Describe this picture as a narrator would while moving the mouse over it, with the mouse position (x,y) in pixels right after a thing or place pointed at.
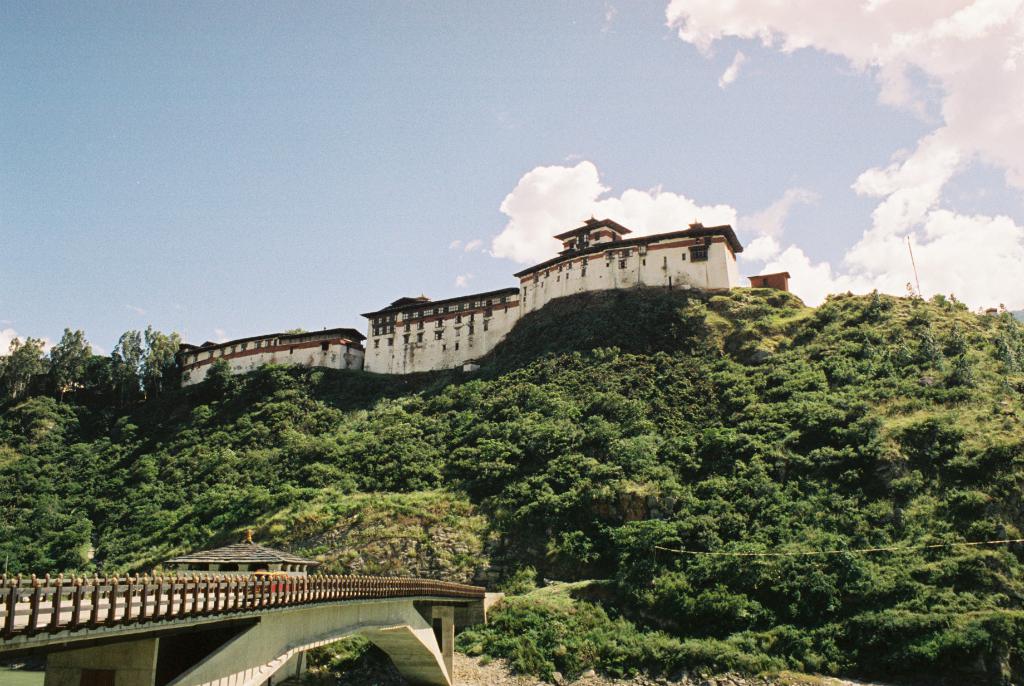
In this picture there is a monument (484,347) on the top of the mountain (436,388). On the bottom left (81,606) we can see bridge (231,659). At the top (592,133) we can see sky (523,106) and clouds (915,37). Here we can see many trees (23,354).
